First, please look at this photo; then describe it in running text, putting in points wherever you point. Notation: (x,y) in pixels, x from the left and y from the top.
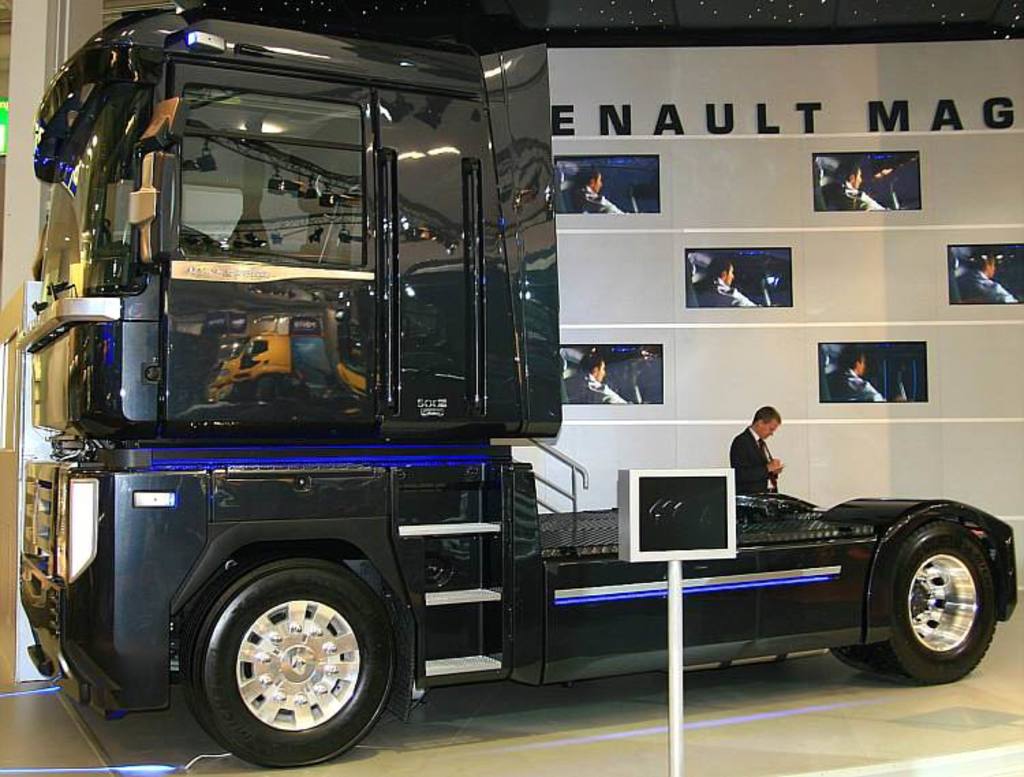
In this picture there is a black color vehicle (432,503) and there is a person (761,461) standing beside it and there are few televisions (766,282) attached to the wall (732,201) and there is something written above it in the background (810,312) and there is an object (681,618) on another side of a vehicle (666,607).
